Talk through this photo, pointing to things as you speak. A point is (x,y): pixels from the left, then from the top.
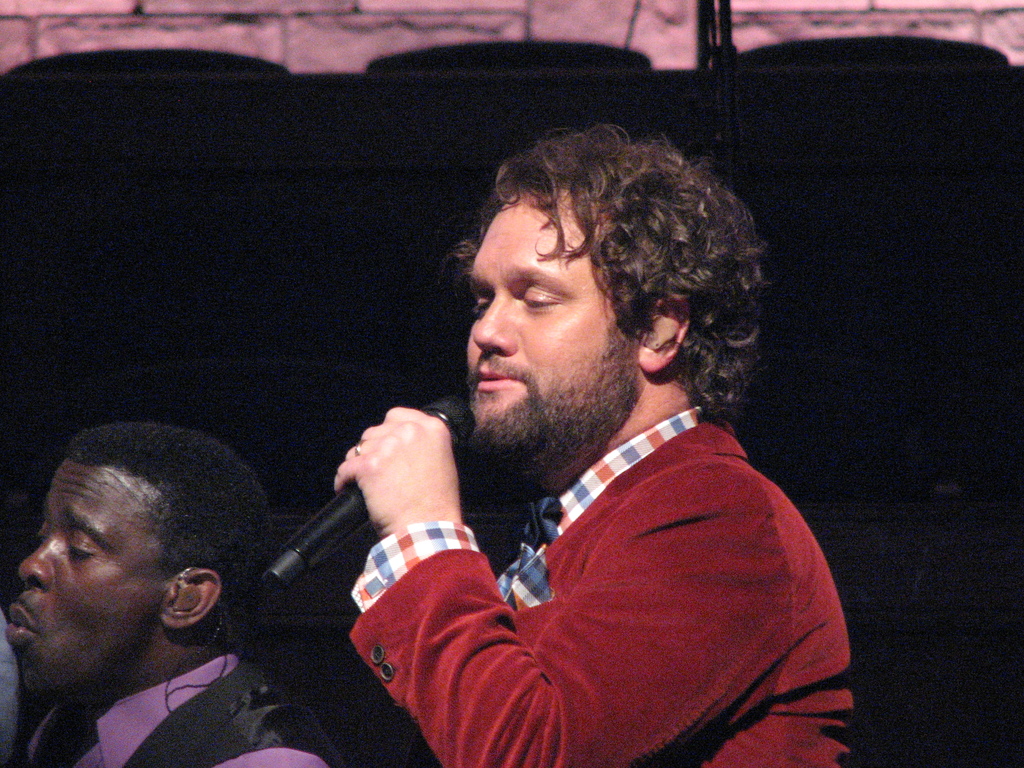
In this picture we can see two men (482,644) singing. This man (436,503) is holding a mike (458,403) in his hand (431,434). Background (902,254) is dark.
